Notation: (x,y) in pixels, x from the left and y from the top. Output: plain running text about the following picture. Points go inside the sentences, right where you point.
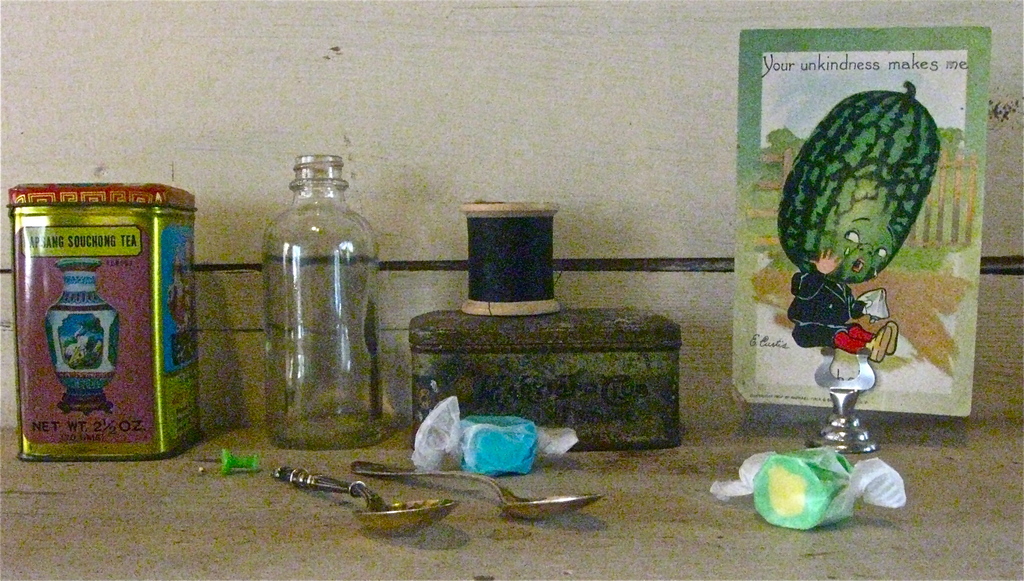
This picture shows a box (123,194), a bottle (315,189) and a poster (854,74) and two spoons (490,476) and a candy (522,431).
